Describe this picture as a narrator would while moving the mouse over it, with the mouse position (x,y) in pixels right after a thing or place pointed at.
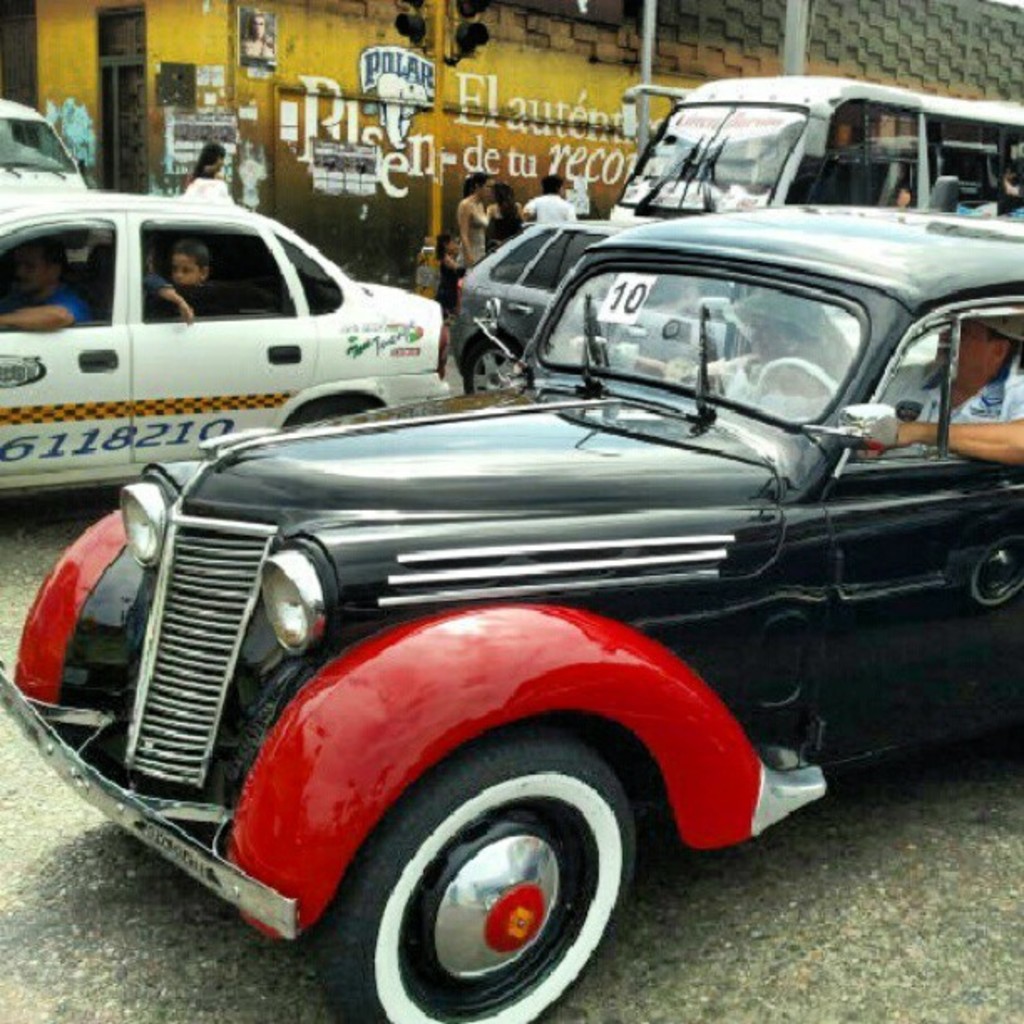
This is completely an outdoor picture. Here we can see a road (845,920) and there are so many vehicles (85,343) on the road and their persons (61,317) also sitting in vehicles (648,330). We can see a wall (474,77) here and there are few persons (556,199) standing near to the wall (409,177). This is a traffic signal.
